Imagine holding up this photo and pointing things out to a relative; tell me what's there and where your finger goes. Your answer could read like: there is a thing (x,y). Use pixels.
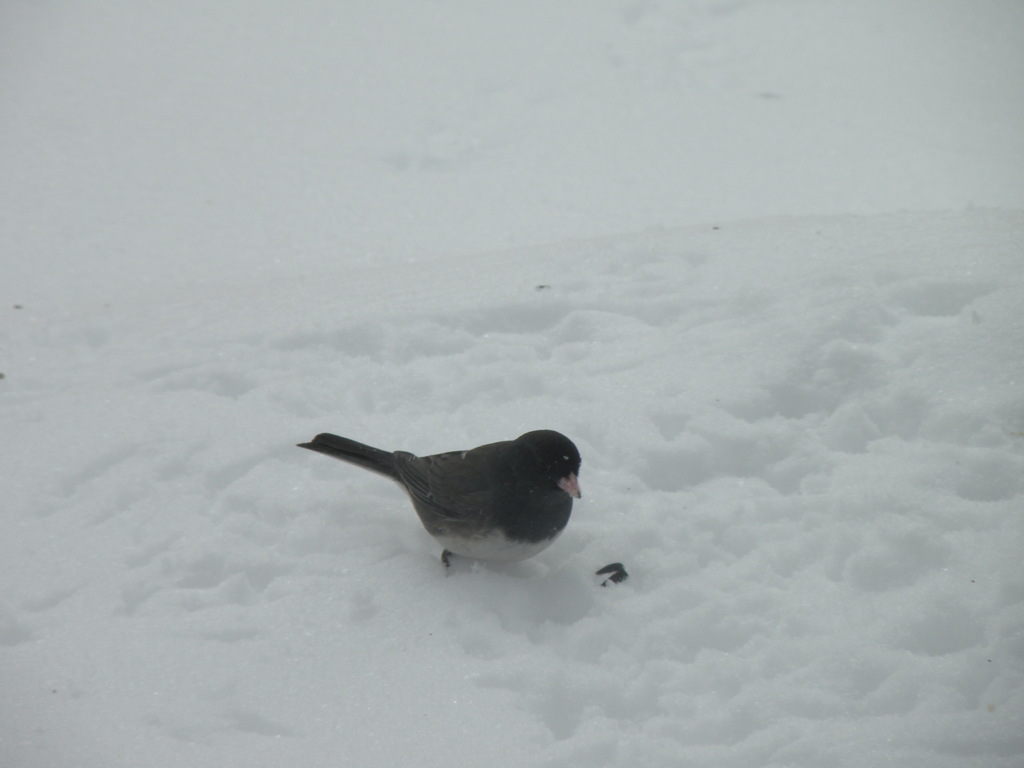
In this image I see the bird (410,481) which is of black in color and I see the white snow (444,385) and I see a black color thing (614,581) over here.
